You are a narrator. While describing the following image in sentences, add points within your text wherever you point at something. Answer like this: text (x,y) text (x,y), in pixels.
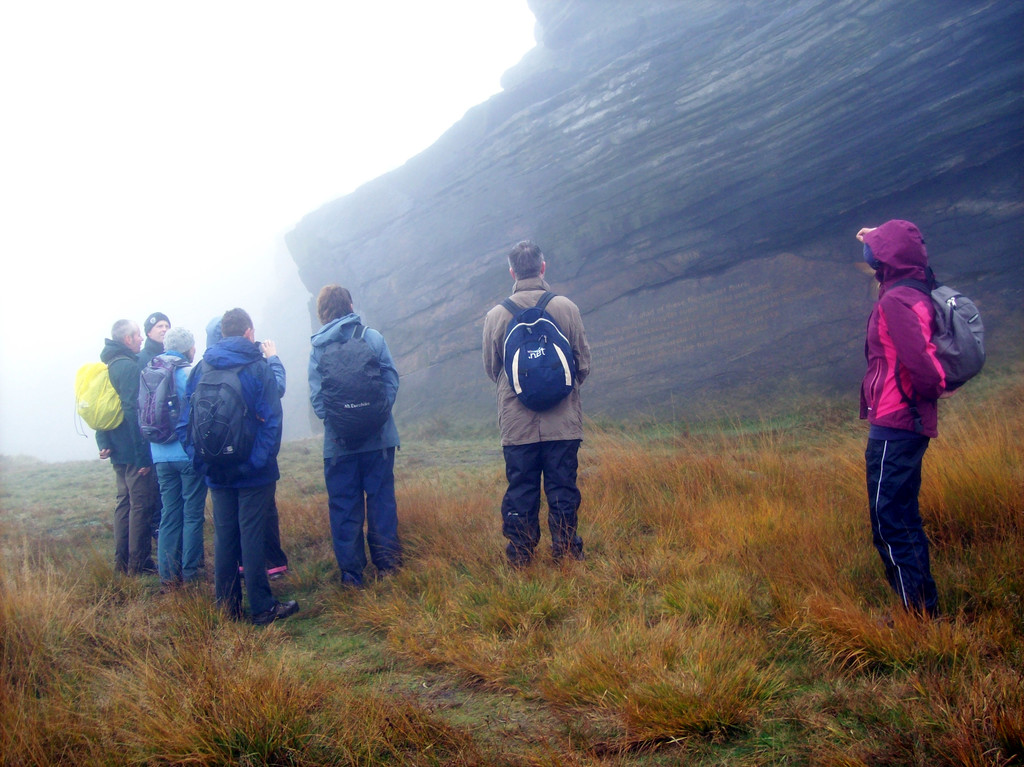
In this image we can see a few people (513,434), they are wearing backpacks (558,392), also we can see the mountain (481,276), grass (700,567), and the sky (259,100).
